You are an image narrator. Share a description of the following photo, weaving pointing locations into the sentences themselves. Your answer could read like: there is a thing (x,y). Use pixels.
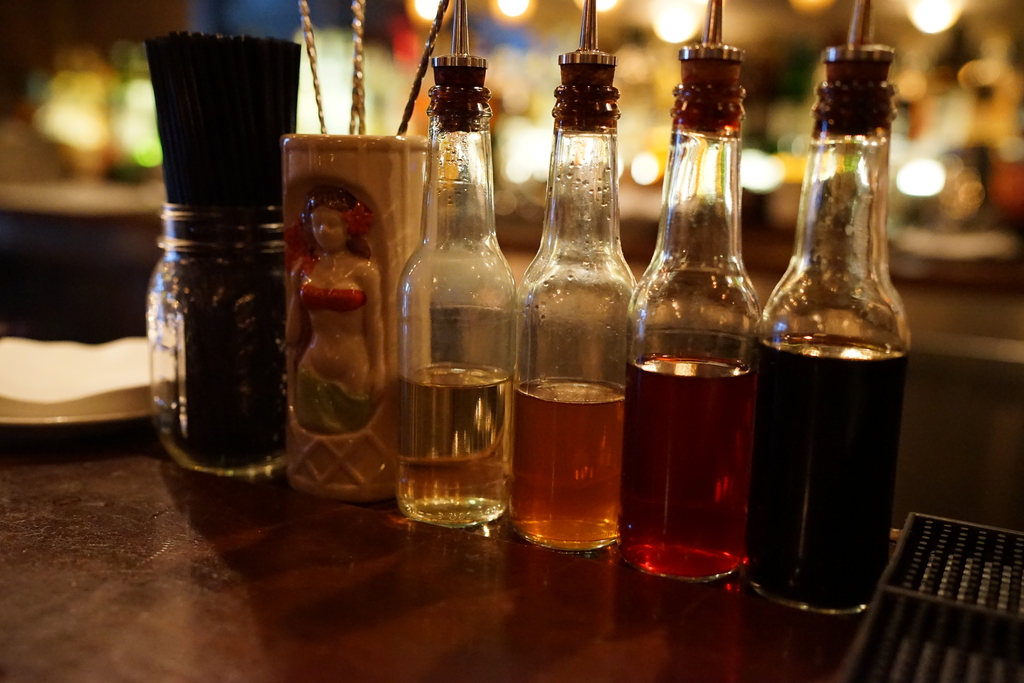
In this picture we can see four bottles (584,165) with some drink (668,378) in it and beside to this a glass (360,172) with art (331,275) on it and aside to that we have a jar (259,349) with straws (168,117) in it and this are placed on table (226,564) and background we can see lights (523,64) with blur.
